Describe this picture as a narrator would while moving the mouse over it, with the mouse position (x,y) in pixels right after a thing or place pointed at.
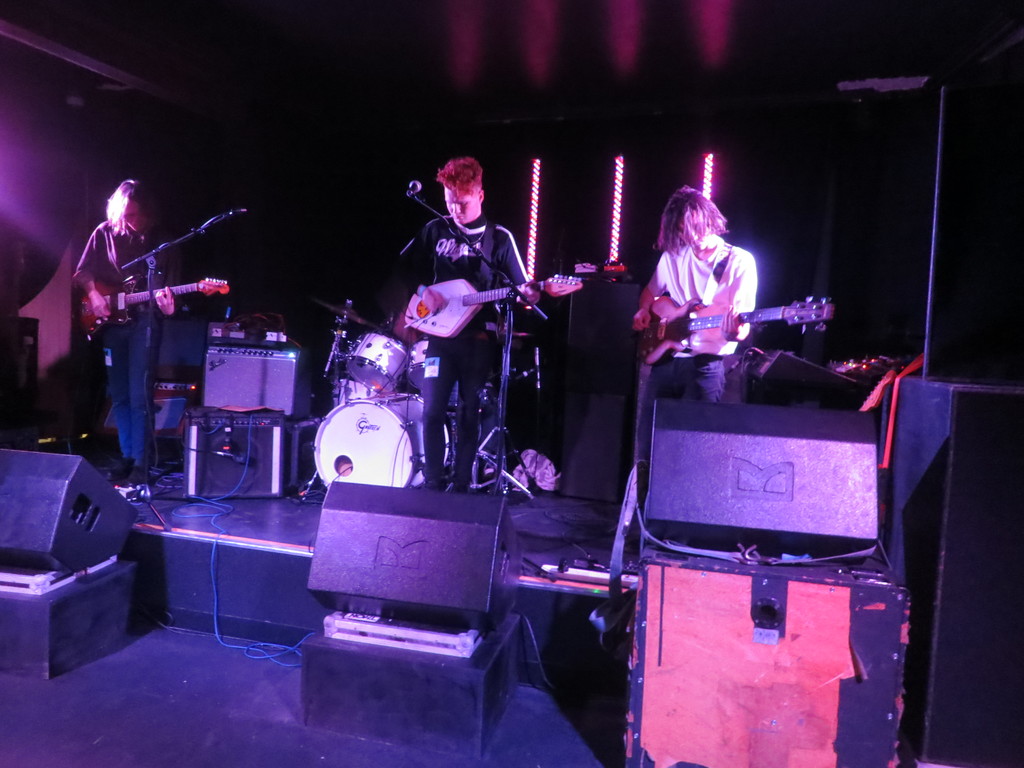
This picture describes about three people (426,223) they are standing in front of microphone (502,275) and holding some musical instruments (208,289) in front of them we can see some musical instruments (115,298).
